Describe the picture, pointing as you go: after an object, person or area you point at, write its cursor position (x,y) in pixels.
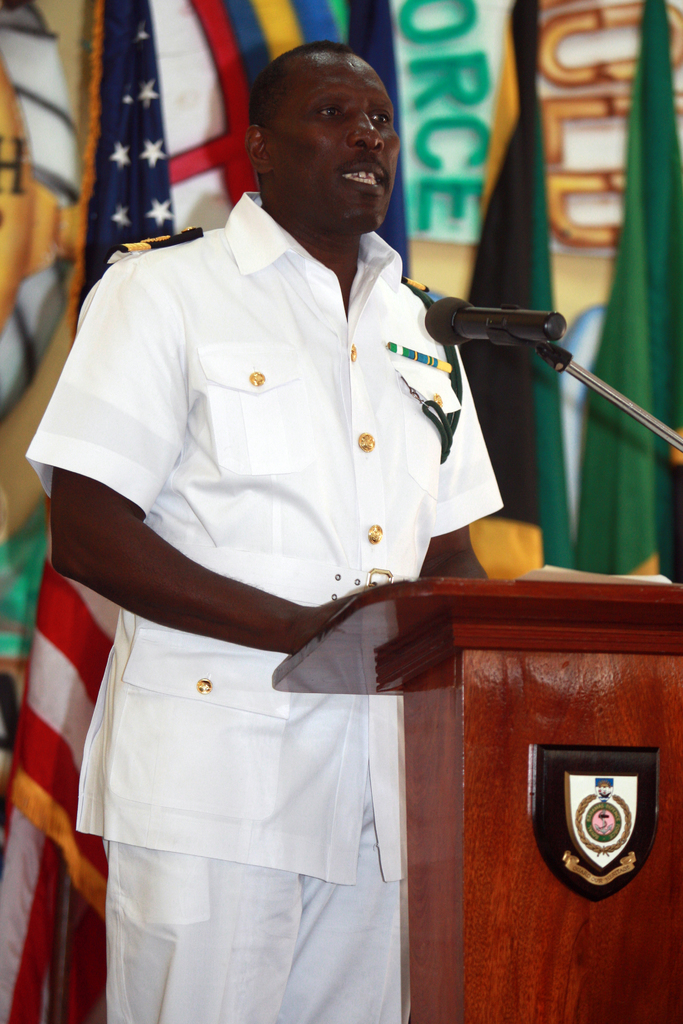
In this image there is a person (265,403) standing wearing a white dress (231,435) in front (534,945) him there is a podium (486,660), on that podium (535,936) there are papers (627,576) and a mike (555,326), in the background (130,128) there are flags (81,287).
